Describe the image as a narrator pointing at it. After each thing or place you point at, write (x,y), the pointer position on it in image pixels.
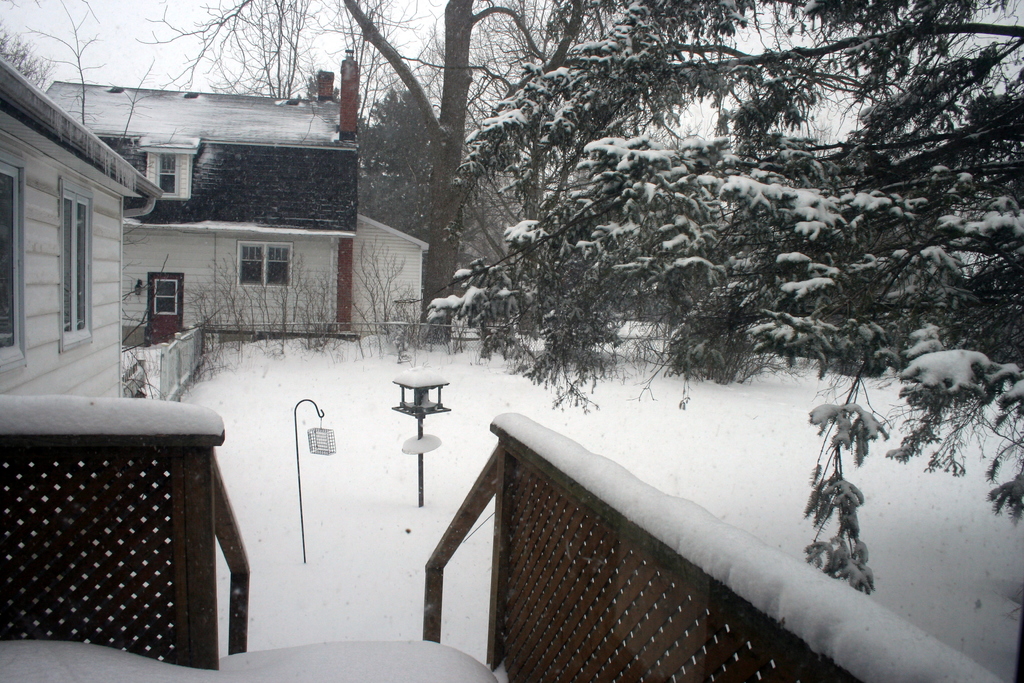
In this picture there is a fence (434,575) which is covered with snow (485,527) and there is a tree (901,101) in the right corner (844,180) which is covered with snow (629,141) and there are two building (201,176) in the background (291,163) which are covered with snow (284,138).
